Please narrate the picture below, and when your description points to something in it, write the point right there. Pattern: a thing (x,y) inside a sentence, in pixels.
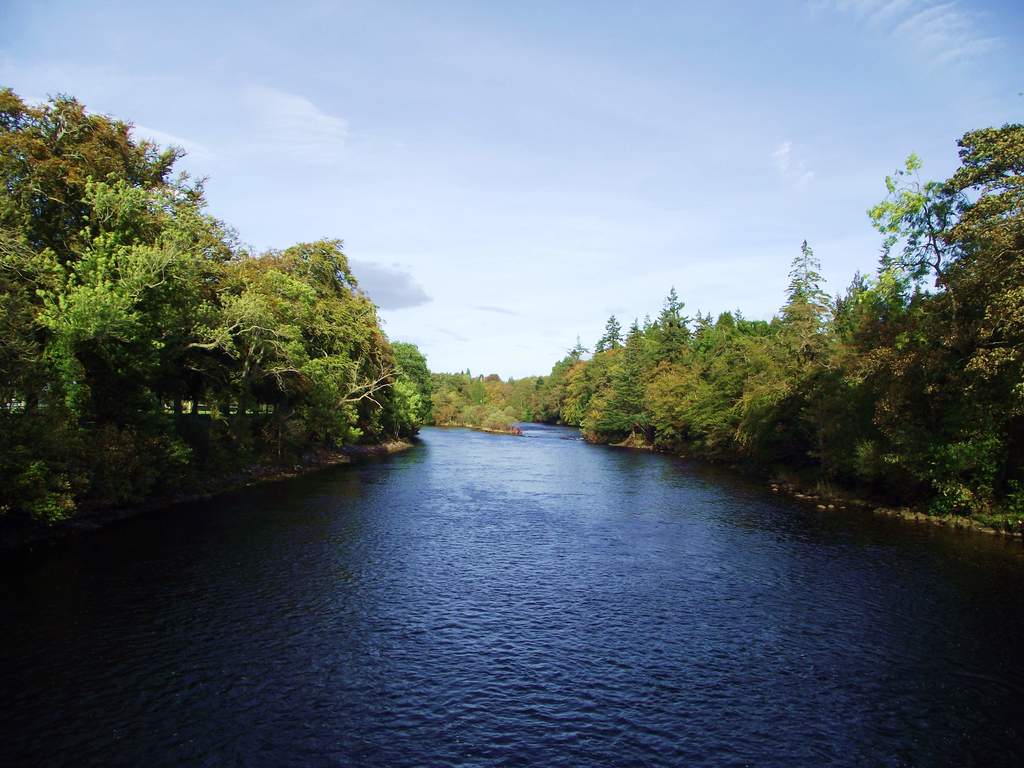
In the middle (573,500) it is water (600,627), there are trees (330,339) on either side of this at the top (716,154) it's a sunny sky (711,184).
